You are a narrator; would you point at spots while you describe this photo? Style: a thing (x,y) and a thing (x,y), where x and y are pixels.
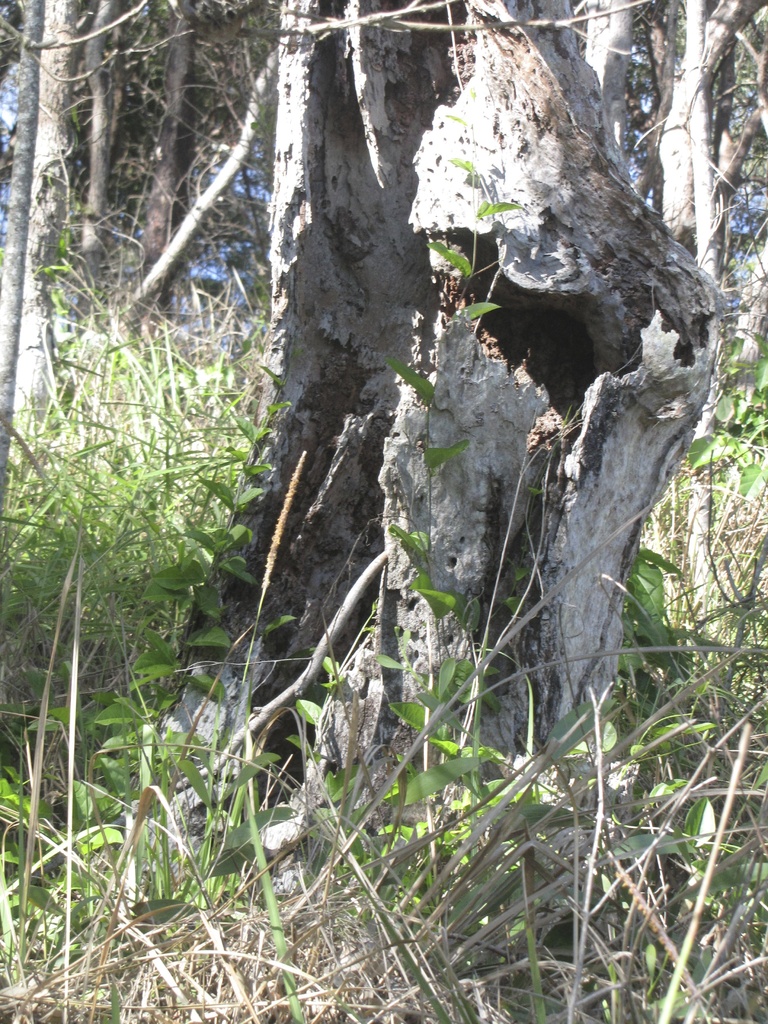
At the bottom of the picture (408,827), we see grass (378,919). In the middle (333,576), we see the stem (494,497) of the tree (516,534). There are trees (706,256) in the background (692,97).
